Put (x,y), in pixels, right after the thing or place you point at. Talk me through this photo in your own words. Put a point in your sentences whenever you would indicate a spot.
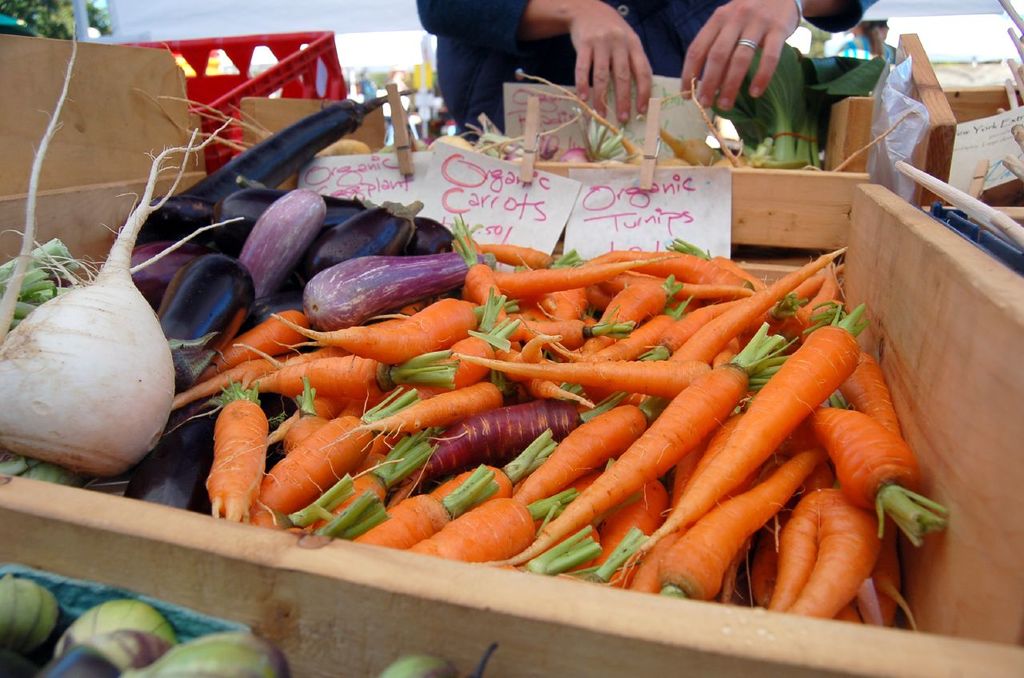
This picture shows the view of the carrots (459,471) and Aubergines (337,306) in the wooden box (932,345) and above we can see name slip (611,224). In the background (556,57) we can see a person (631,57) wearing blue t-shirt (655,42) is standing in the image.
